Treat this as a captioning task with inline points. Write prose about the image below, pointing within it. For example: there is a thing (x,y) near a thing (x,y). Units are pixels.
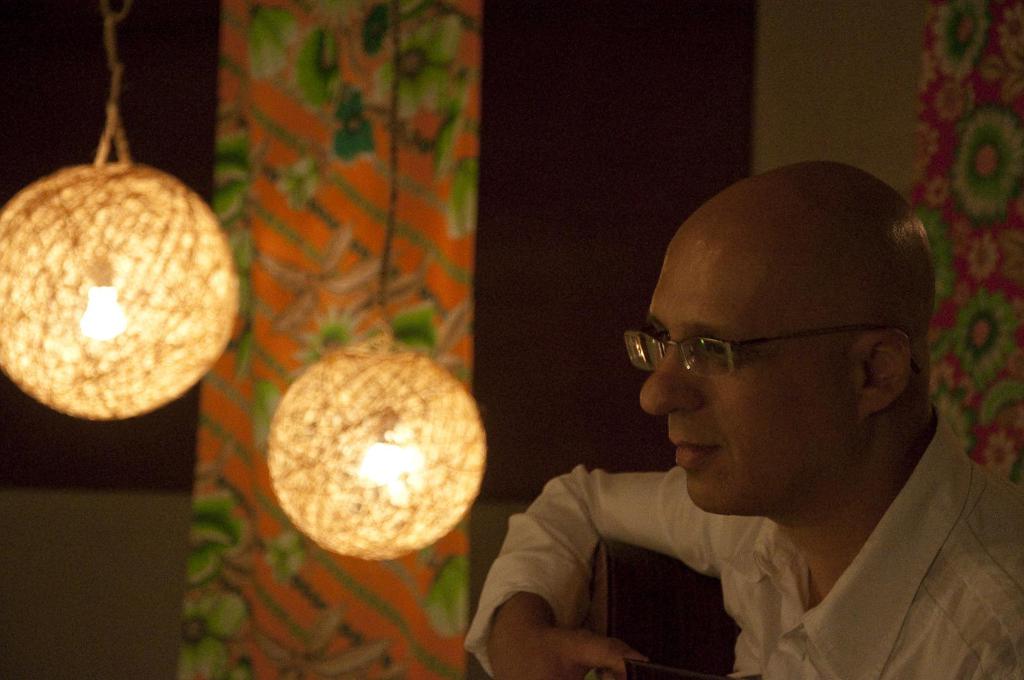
In this image I can see a man (755,508) is wearing spectacles (698,357). Here I can see lights (281,430).
